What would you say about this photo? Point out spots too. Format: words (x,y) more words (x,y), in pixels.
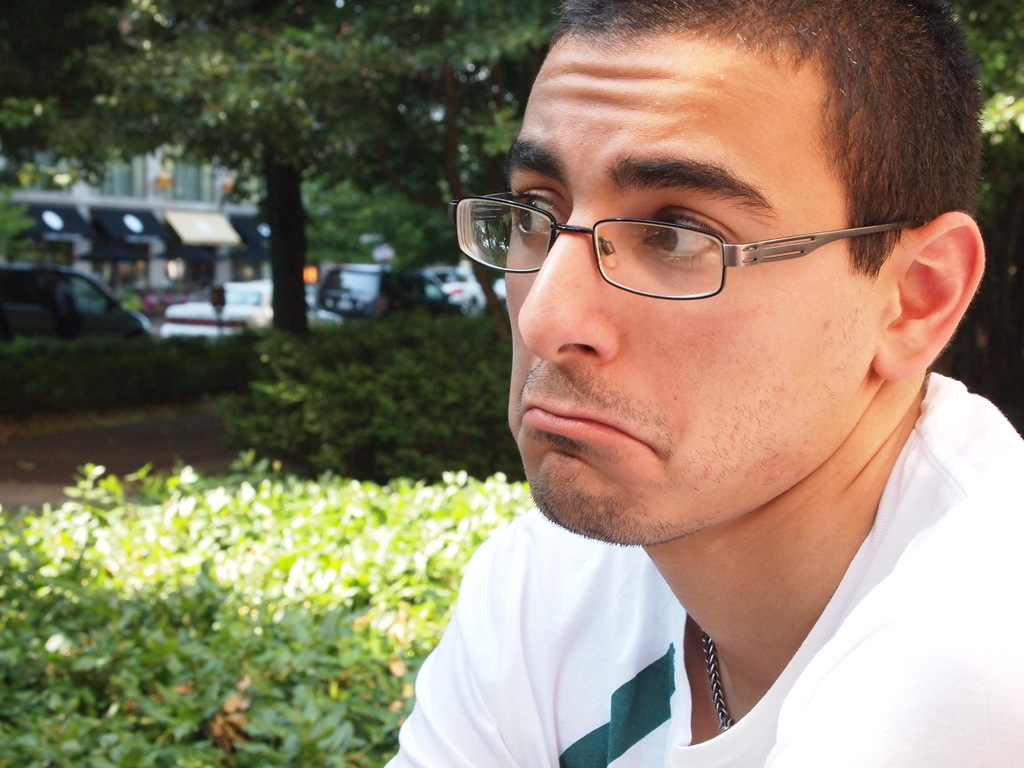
In this picture we can see the man (613,579) wearing white t-shirt (602,697) and looking on the left side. Behind there are some plants (372,428) and trees (367,92). In the background (215,321) we can see the cars (135,312) on the road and buildings (128,201).
